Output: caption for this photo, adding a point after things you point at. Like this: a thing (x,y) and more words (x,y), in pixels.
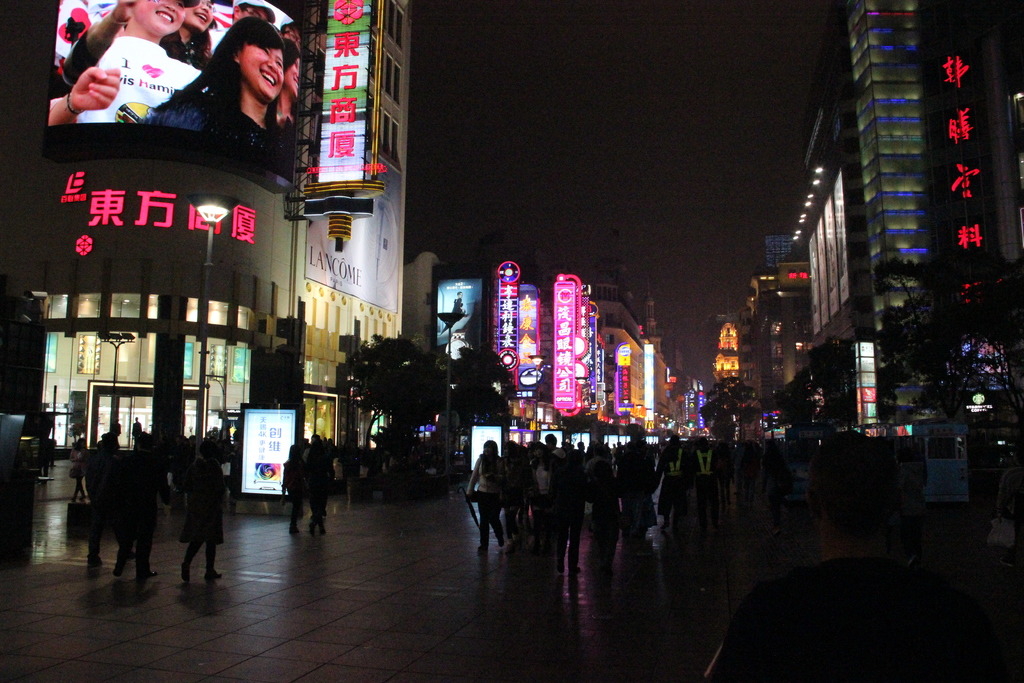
In this picture I can see the path (328,592) in front (349,653) on which there are number of people (604,499) and I see the buildings (1006,57) and boards (952,85) on it, on which there are words (347,154) written and I see a screen (185,89) on the top left of this image (150,64) and I see few women (169,43) on it and I see that it is totally dark in the background (766,167) and I see the lights (810,205) on the buildings (132,319).
